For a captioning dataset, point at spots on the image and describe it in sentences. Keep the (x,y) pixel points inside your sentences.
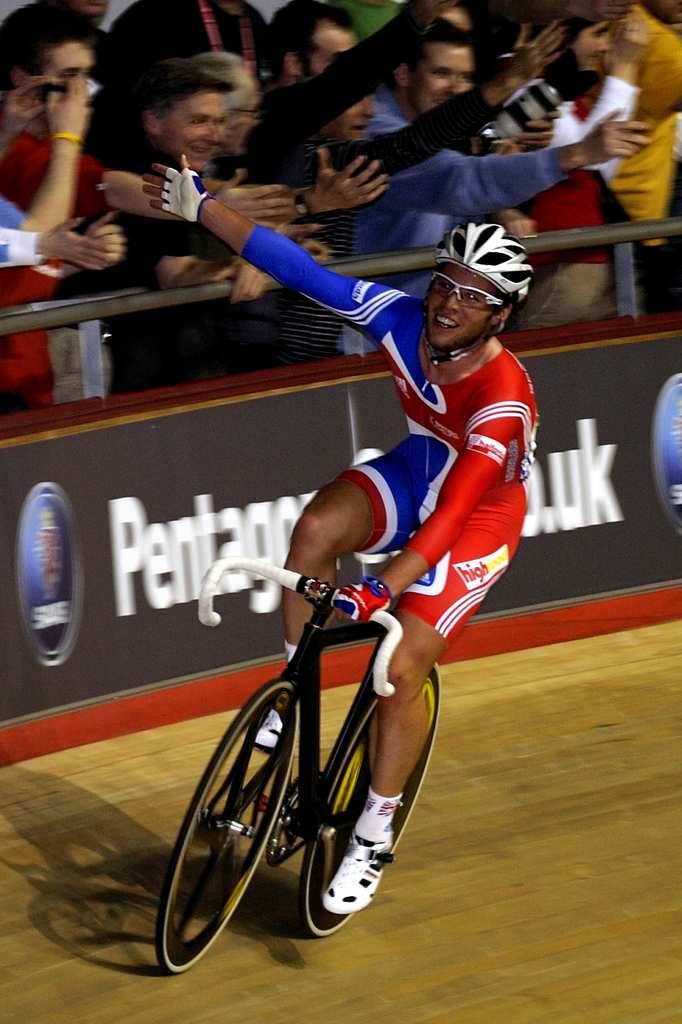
The man (425,399) in red and blue dress (407,403) is riding bicycle (393,624). He is wearing white helmet (491,264) on his head (497,325). Beside him, we see a board (210,445) on which some text (601,497) is written on it and behind that, we see many people (431,59) encouraging the man (456,372) who is riding bicycle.
